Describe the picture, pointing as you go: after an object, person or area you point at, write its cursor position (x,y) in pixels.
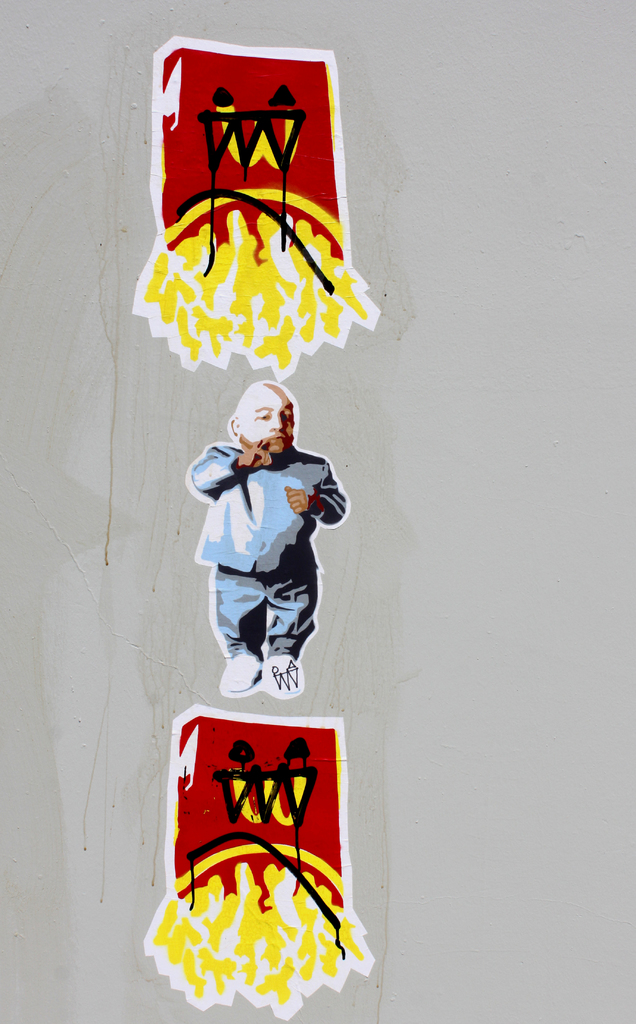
In this image we can see a painting (213,530) of a person (245,584) and other objects (185,718) on the wall (369,244).
